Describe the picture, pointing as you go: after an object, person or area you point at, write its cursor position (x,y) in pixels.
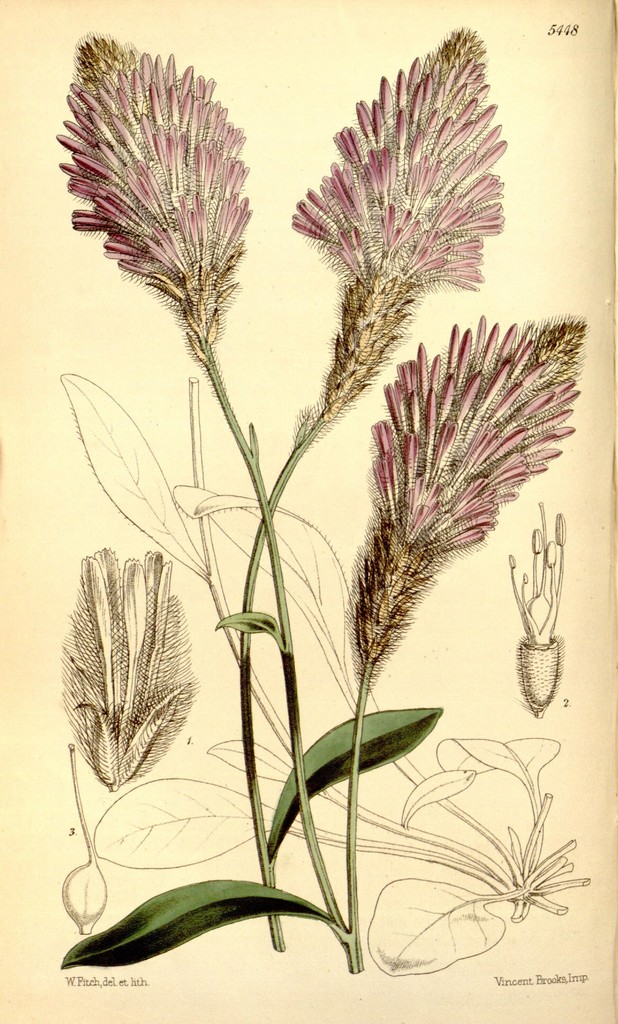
In this image we can see the picture of a plant (282,824) with flowers (446,420) and some text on it.
